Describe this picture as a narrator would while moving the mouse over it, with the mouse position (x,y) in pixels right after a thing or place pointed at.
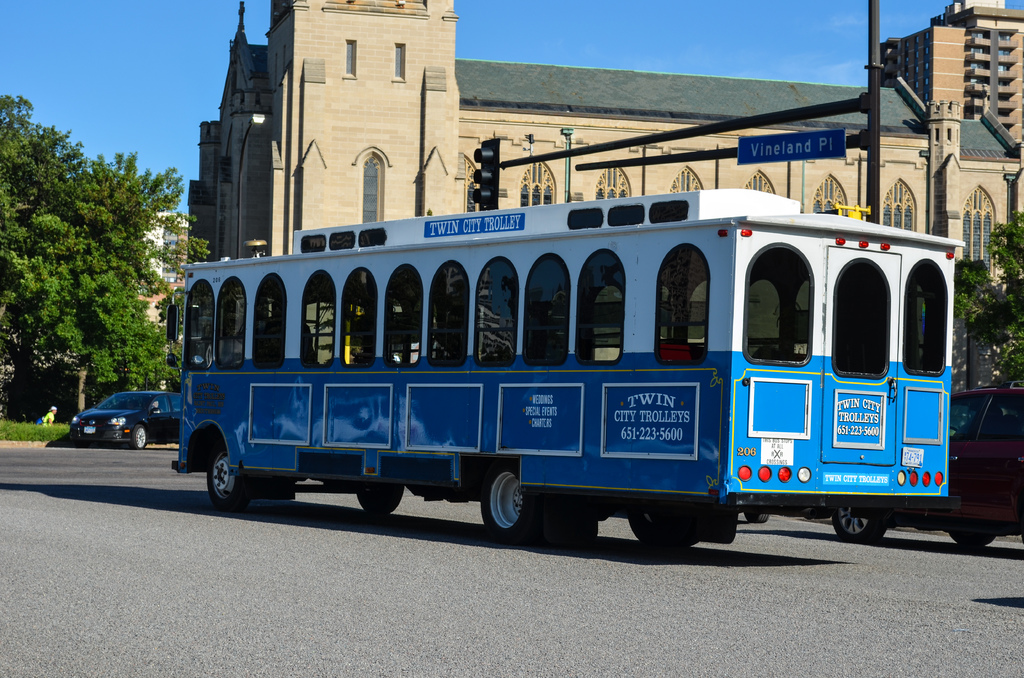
In this picture we can see a few vehicles (411,314) on the road (154,547). There is a direction board (809,138) on the pole (872,115). We can see a traffic signal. There are few trees (104,172) and a person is visible on the left side (52,368). We can see buildings (684,111) in the background (698,140). Sky (769,57) is blue in color.
